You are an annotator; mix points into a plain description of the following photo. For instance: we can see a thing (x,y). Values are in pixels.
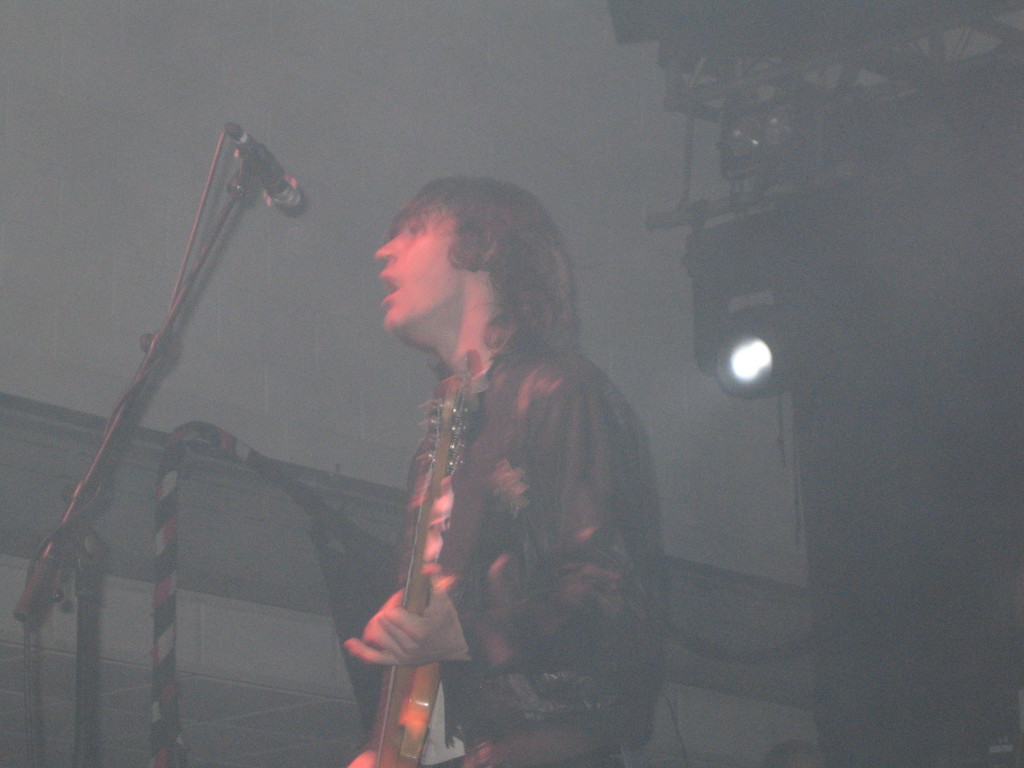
A man (438,265) is standing and playing the guitar (418,574) and also singing in the microphone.
